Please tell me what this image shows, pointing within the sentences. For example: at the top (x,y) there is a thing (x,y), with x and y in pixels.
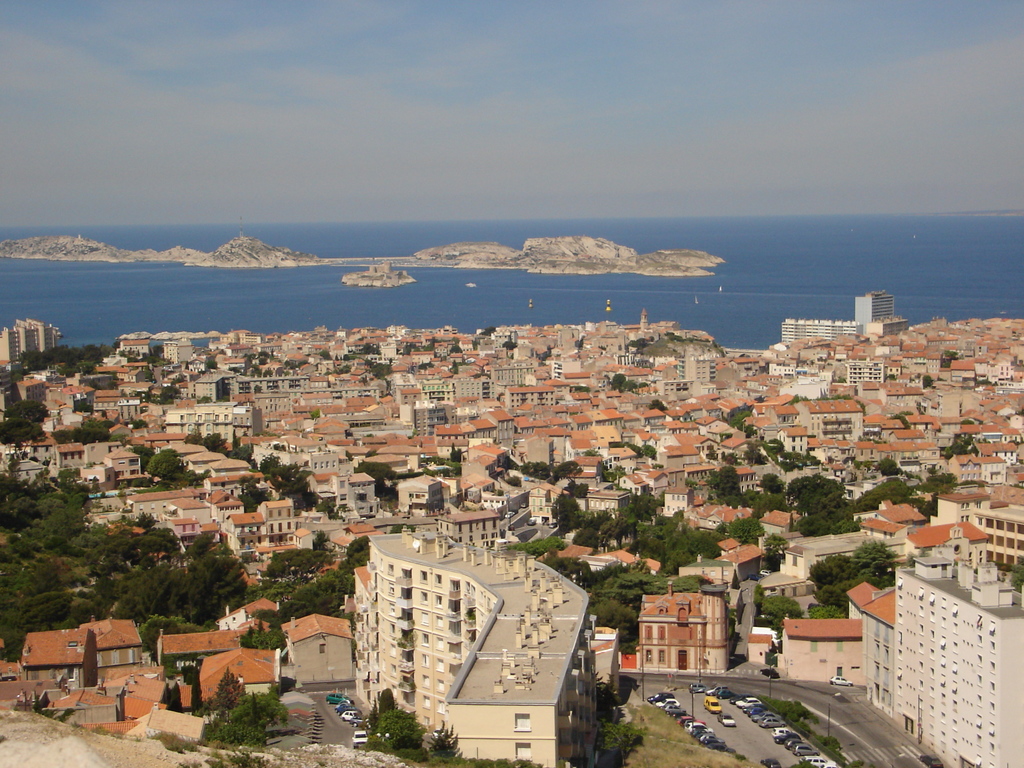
As we can see in the image there are buildings (564,432), vehicles (708,746), trees (31,586) and at the top (259,59) there is sky (290,65).
